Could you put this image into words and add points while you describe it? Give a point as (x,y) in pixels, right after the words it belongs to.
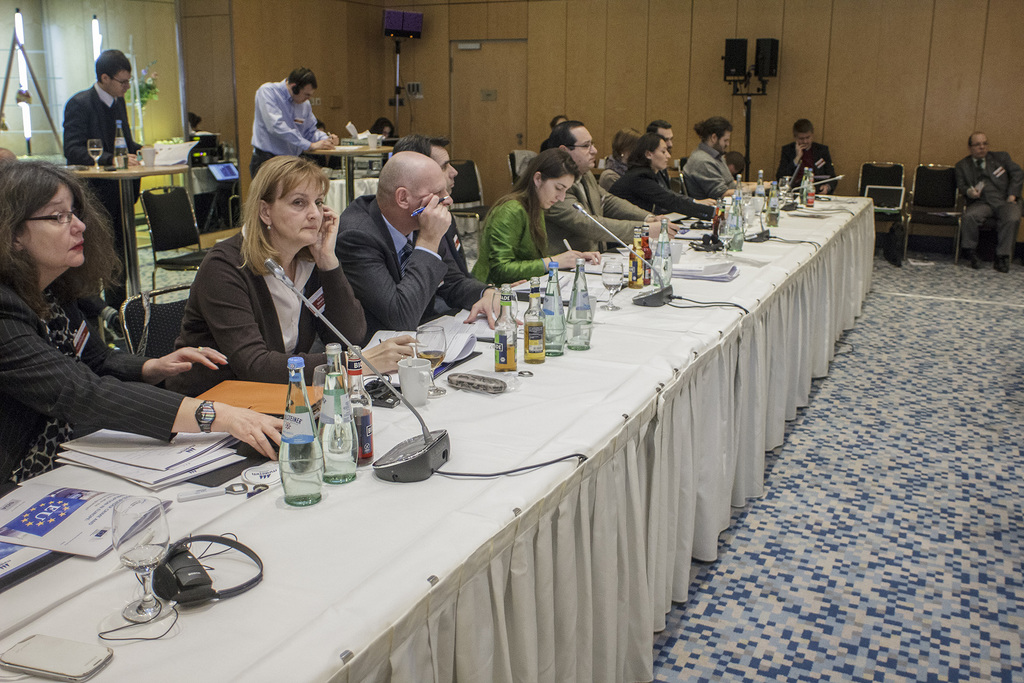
In this image I see most of the people (22,213) sitting on the chairs (157,202) and 2 men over here are standing. I can also see that there are tables (486,460) in front (27,606) and there are papers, files (19,573), mics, bottles (550,329) and glasses (620,278). In the background (689,108) I see the wall (256,37) and a door (460,88).
